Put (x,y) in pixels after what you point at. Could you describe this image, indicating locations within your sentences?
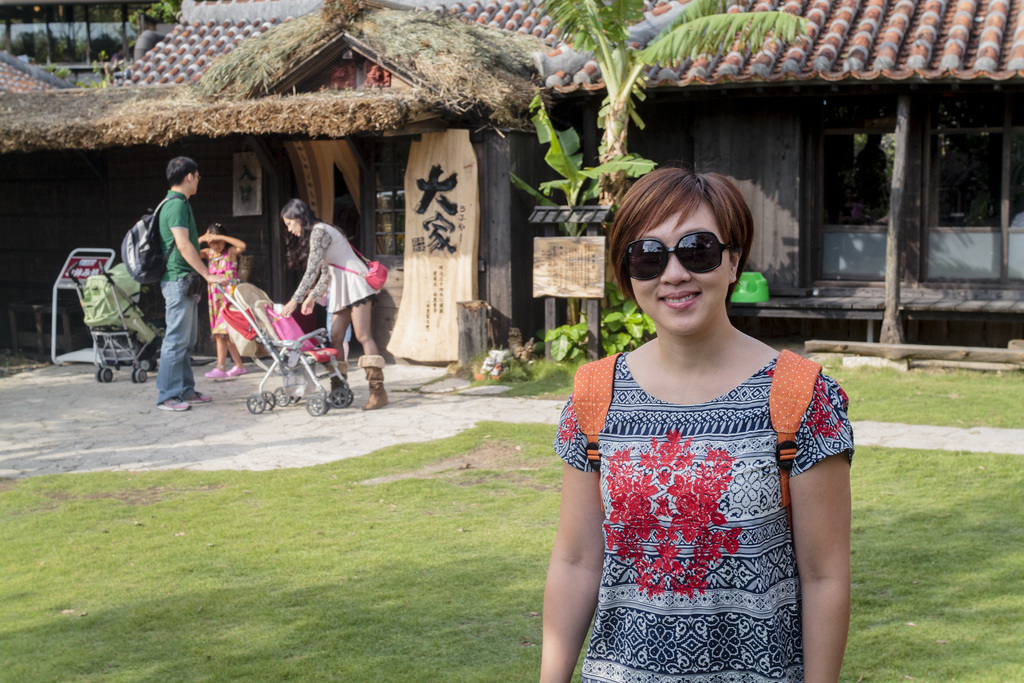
In the center of the image (668,444) we can see a person (713,458) is standing and she is smiling and she is wearing glasses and some object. In the background (656,122) there is a building (656,122), boards (543,242) with some text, one tree (614,181), plants (582,173), grass (189,494), strollers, few people (345,332) are standing and a few other objects (340,366). Among them, we can see two persons (357,328) are holding some object (276,354) and they are wearing bags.
